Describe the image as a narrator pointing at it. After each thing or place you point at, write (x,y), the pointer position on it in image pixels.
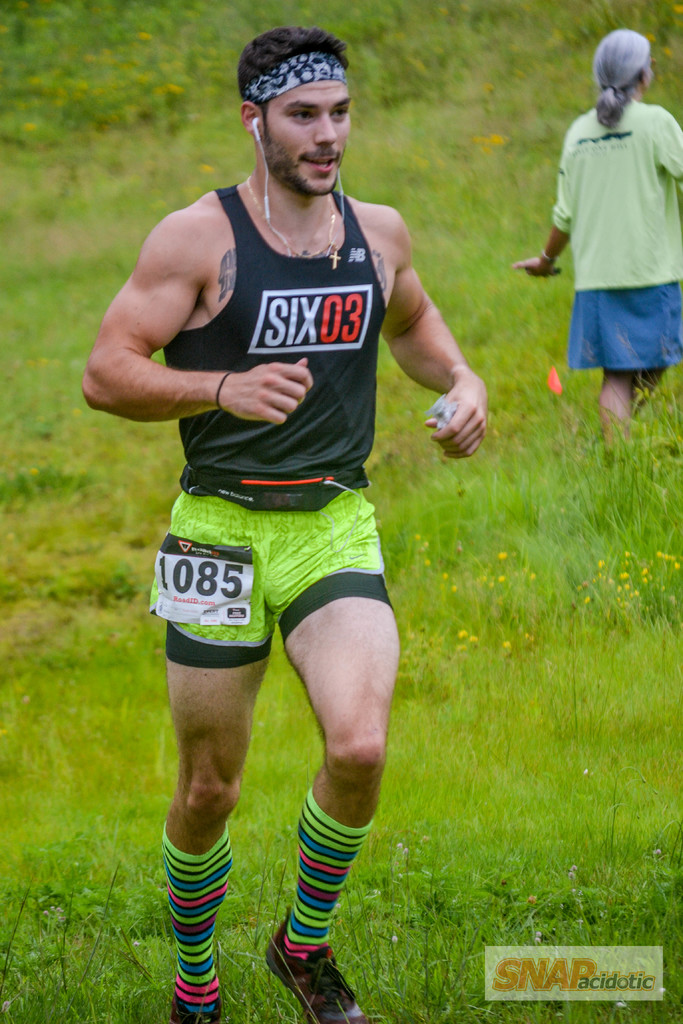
In this picture we can observe a person (304,579). He is wearing black color T shirt (243,368). On the right side (613,408) there is a woman (577,236) walking. There is some grass (421,811) on the ground (410,783). In the background (469,76) we can observe an open land (395,117).
